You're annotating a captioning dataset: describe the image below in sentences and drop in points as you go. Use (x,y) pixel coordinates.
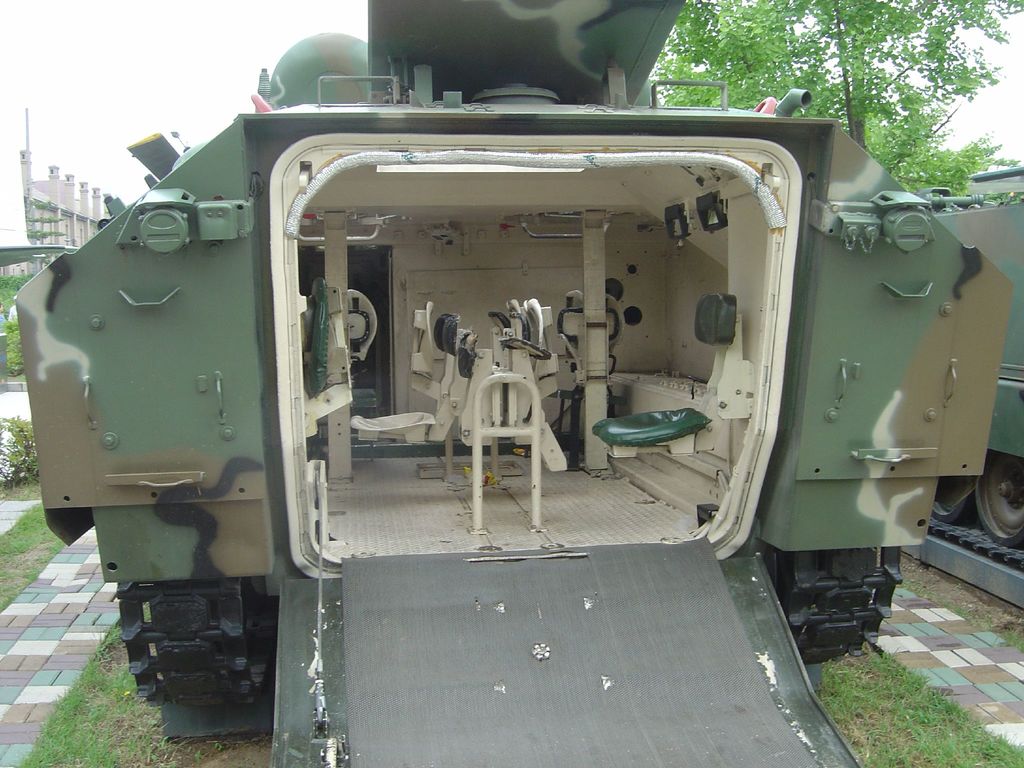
In the center of the image (402,414), we can see back view of a vehicle (549,391) and in the background (58,174), there are trees (920,103) and buildings (56,193).
